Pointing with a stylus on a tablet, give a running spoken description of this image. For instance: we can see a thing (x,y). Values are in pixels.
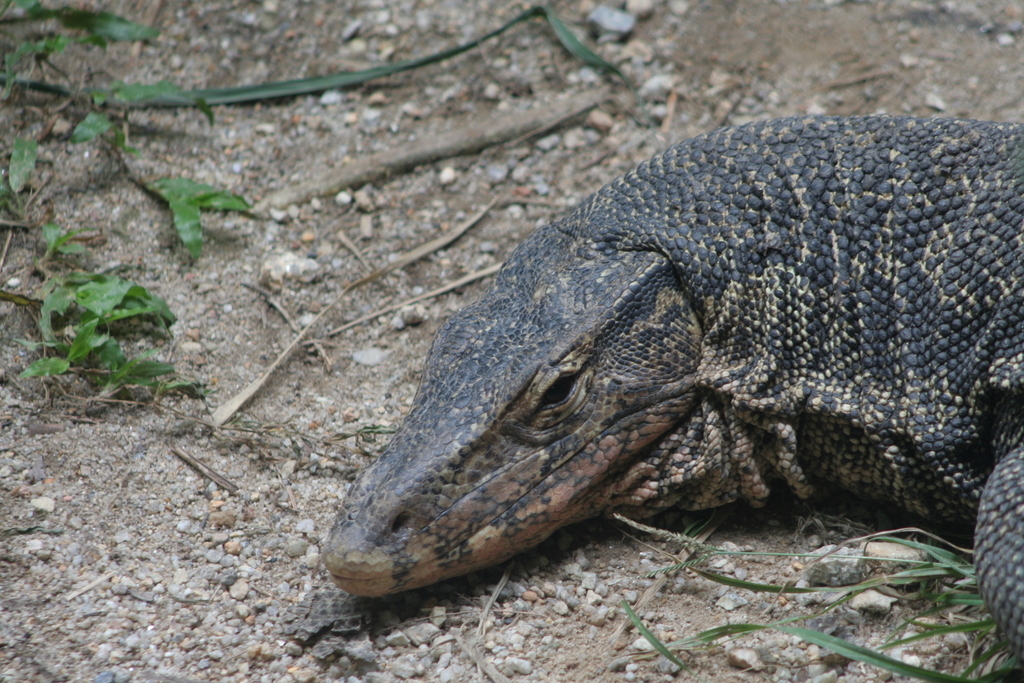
In this picture we can observe a reptile (594,362) which is in black and cream color on the ground (278,410). We can observe some small stones (398,244) on the ground (364,616). There are some plants (85,295).
